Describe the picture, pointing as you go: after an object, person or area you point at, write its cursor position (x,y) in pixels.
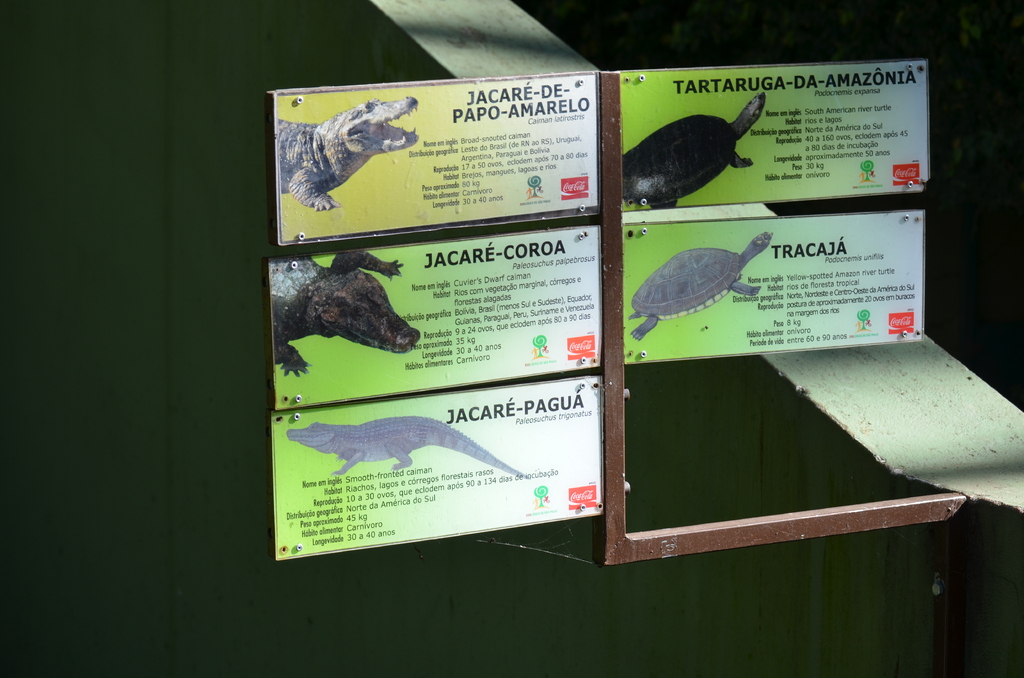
In this picture I can see few boards (540,284) with images (325,202) and some text (497,295) and I can see dark background (670,642).
